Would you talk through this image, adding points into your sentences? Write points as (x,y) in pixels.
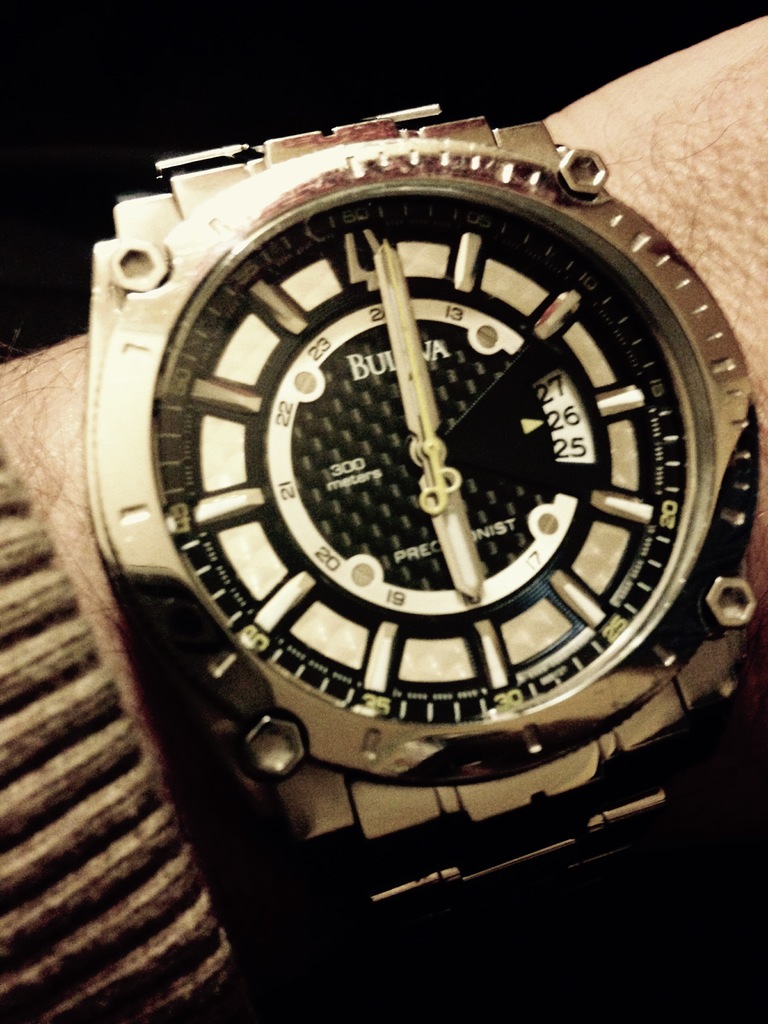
In the image we can see there is a wrist watch (388,448) on the hand (84,583) of the person (722,248).
